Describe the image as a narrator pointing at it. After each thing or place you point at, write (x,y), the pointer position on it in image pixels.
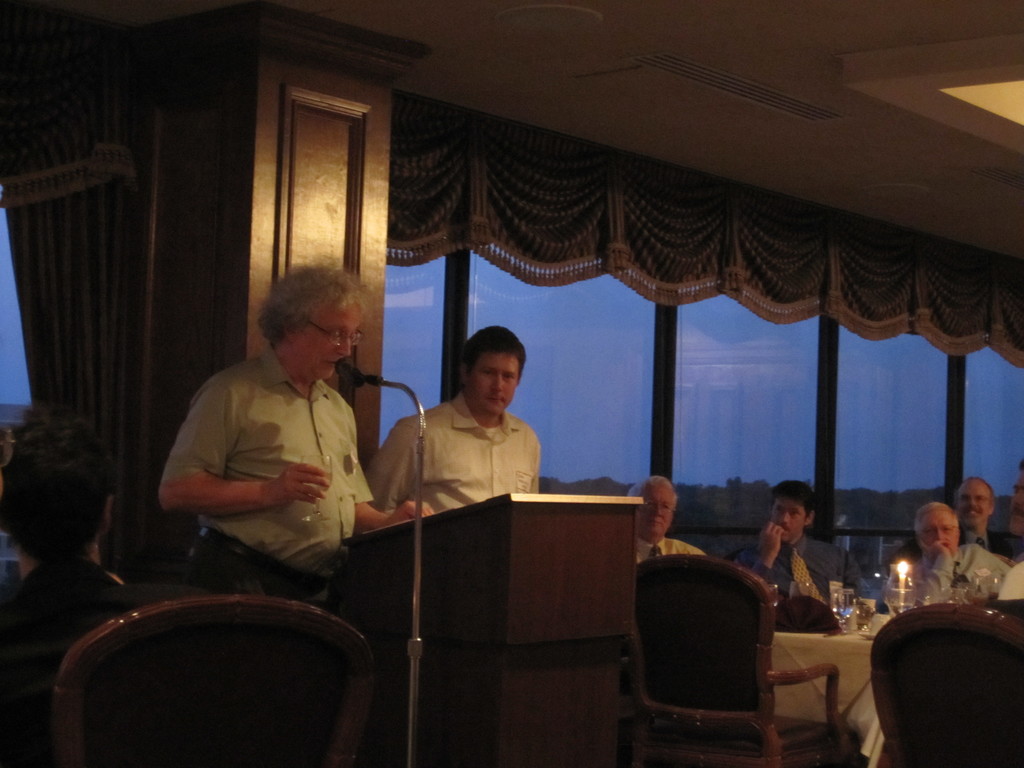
In this image I can see 2 people (288,403) standing, there is a microphone (340,372) and a speech desk (553,706) in the center (490,505). There are tables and chairs (971,750). People (799,528) are seated on the chairs (1012,750) and there are glasses (899,602), candle (899,593) and other objects (881,618) on the table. There are glass windows (655,316) and curtains (787,316) at the back (647,244).
